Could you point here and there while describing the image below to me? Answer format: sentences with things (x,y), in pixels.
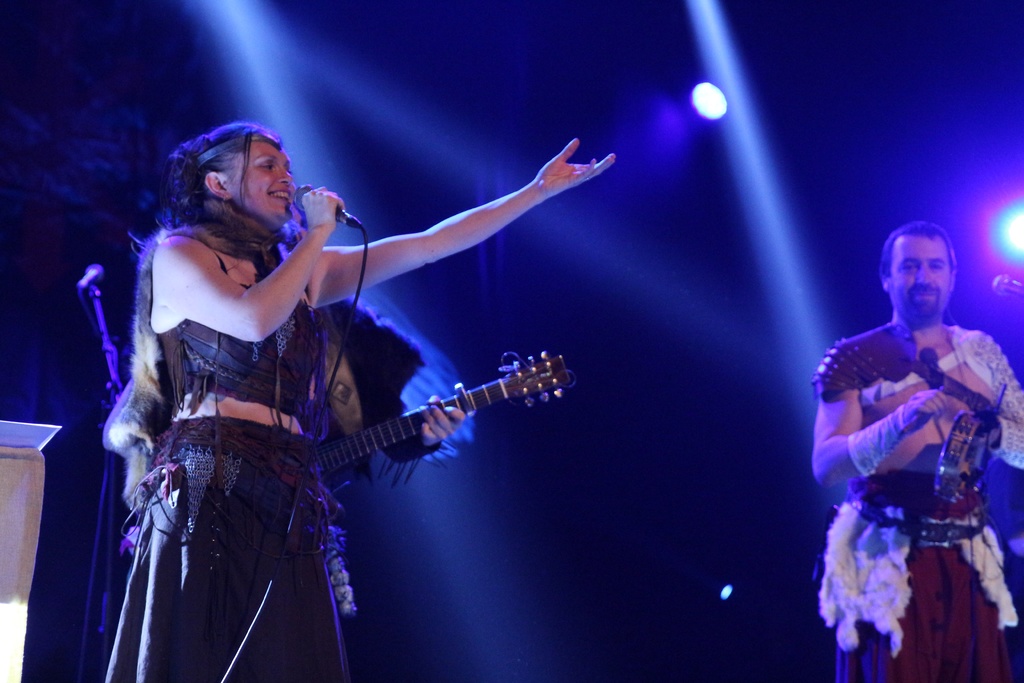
In this picture we can see a woman (266,224) who is singing on the mike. She is smiling. Here we can see a man (865,682) who is playing some musical instruments (942,464). And on the background (790,279) there is a light (713,105).
